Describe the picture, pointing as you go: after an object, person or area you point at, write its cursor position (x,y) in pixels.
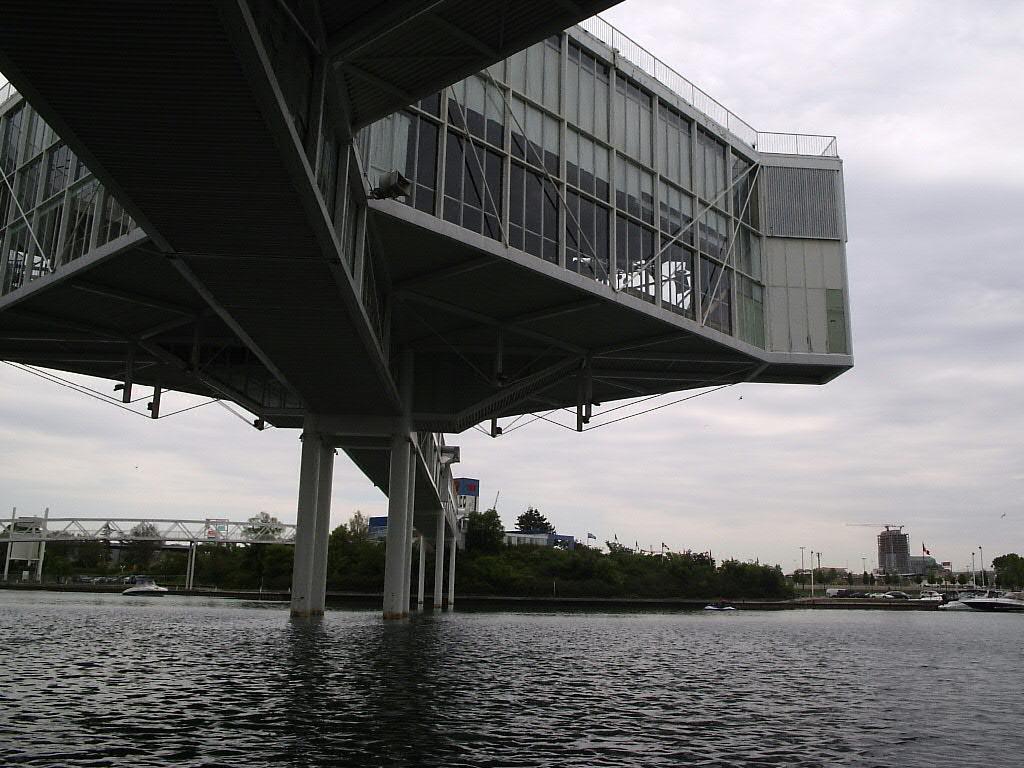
In this image we can see a sea (410,689). There is a cloudy sky (970,555) in the image. There are many trees (592,580) in the image. There is a bridge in the image. There are few water crafts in the image. There are many poles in the image.
